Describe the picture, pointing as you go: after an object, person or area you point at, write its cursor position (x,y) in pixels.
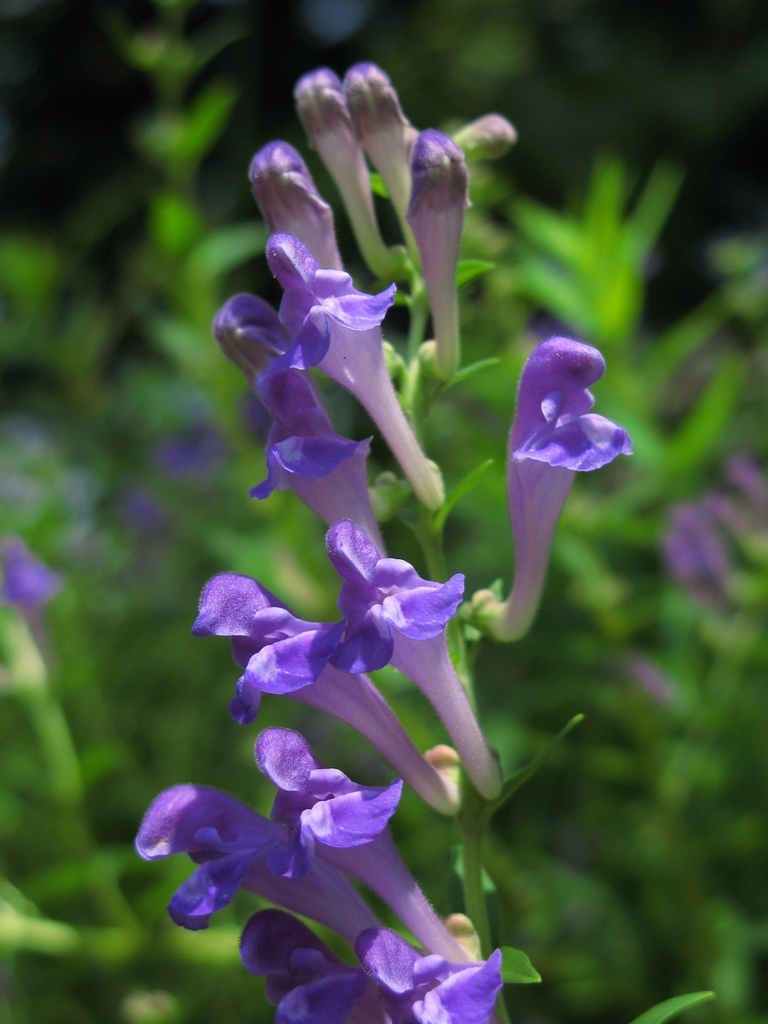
Here we can see flowers (345,629). There is a blur background (656,899) and we can see greenery (72,802).
